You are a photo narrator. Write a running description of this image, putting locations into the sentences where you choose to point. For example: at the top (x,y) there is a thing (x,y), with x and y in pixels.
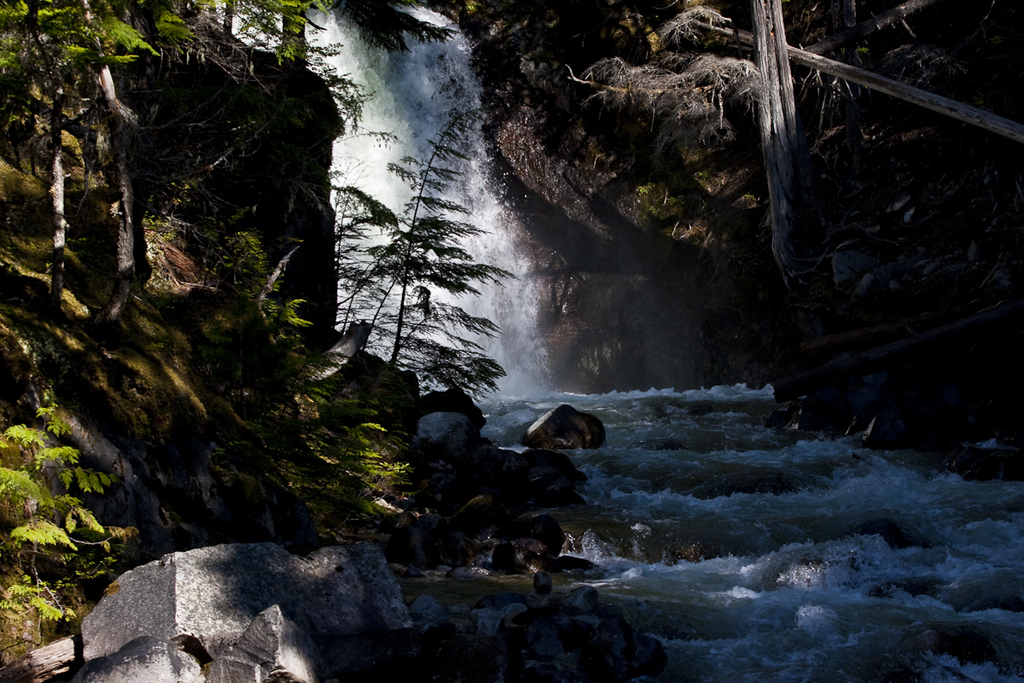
In this image we can see waterfall (360,83). There are rocks (300,511). Also there are trees (329,80).
